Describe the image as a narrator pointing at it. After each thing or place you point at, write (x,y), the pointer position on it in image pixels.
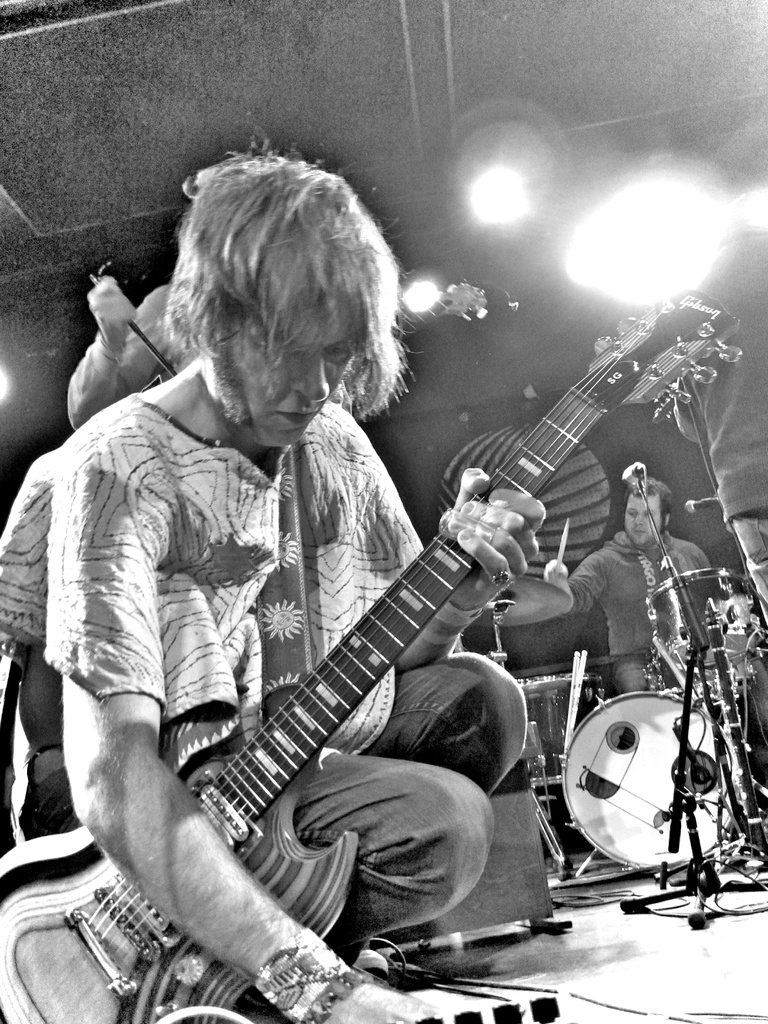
This image is clicked inside. In the front (286,931), there is a man (185,861) holding guitar (352,851). In the background (616,591), there is a man (605,601) playing drums (616,722). At the top (399,110), there is a roof (510,73), along with lights (612,258). At the bottom (675,979), there is floor (620,975).
